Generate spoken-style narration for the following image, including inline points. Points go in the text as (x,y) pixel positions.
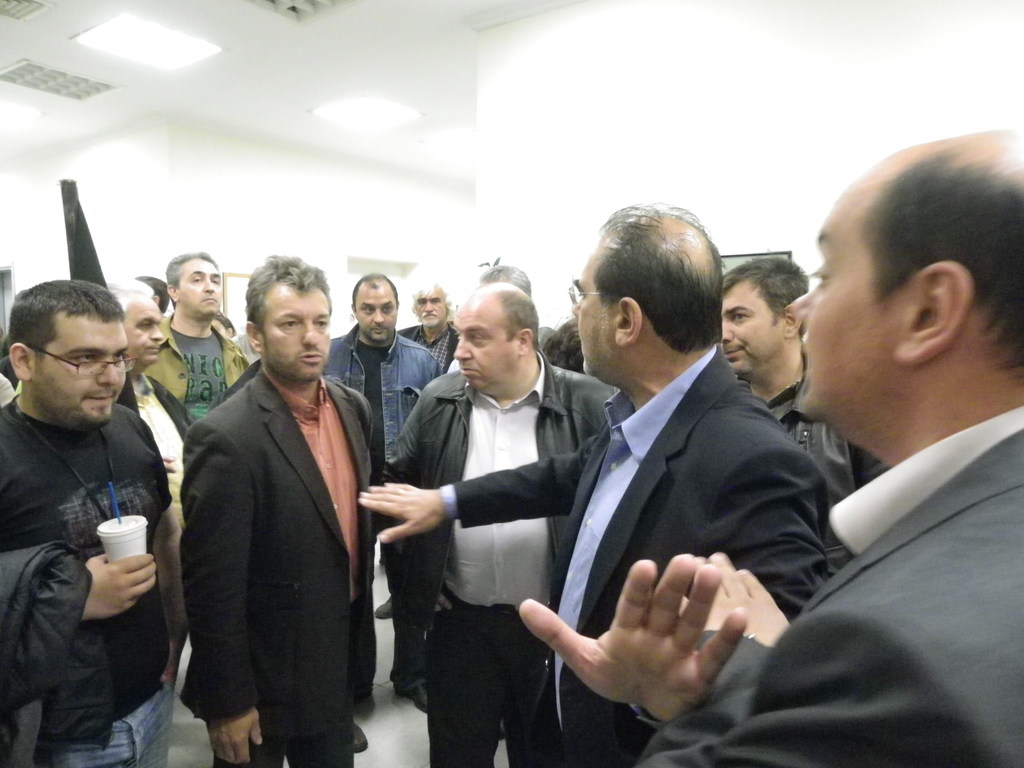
Here we can see group of people (927,680). In the background (441,249) we can see wall (655,168), lights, and ceiling (304,40).
